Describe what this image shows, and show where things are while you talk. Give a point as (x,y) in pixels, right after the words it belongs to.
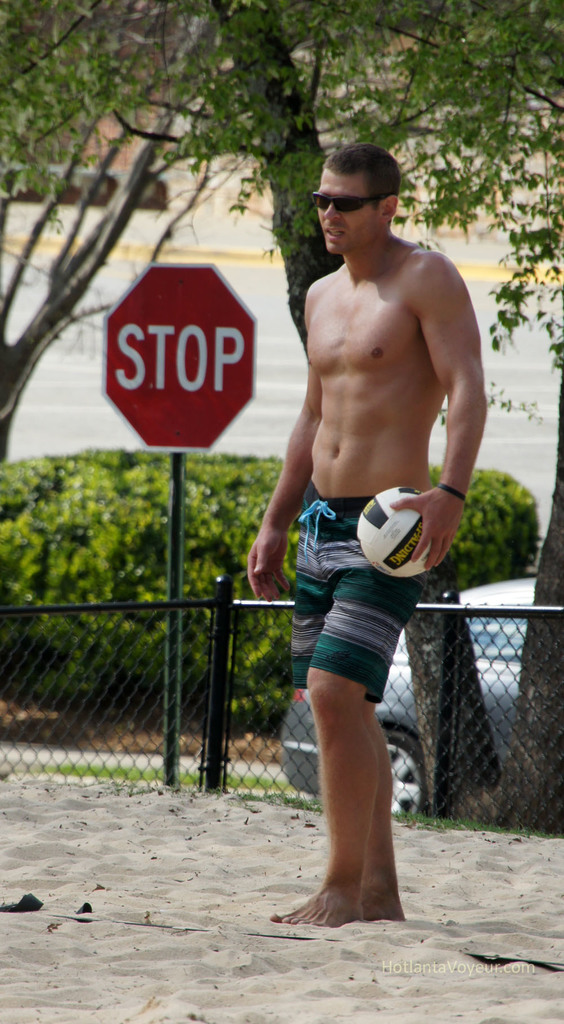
A man (352,319) wearing a goggles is holding a ball (383,539). He is standing on sand (268,952). In the background (438,659) there are railings (182,653), sign board (151,322), bushes (168,455) and trees (247,73).
